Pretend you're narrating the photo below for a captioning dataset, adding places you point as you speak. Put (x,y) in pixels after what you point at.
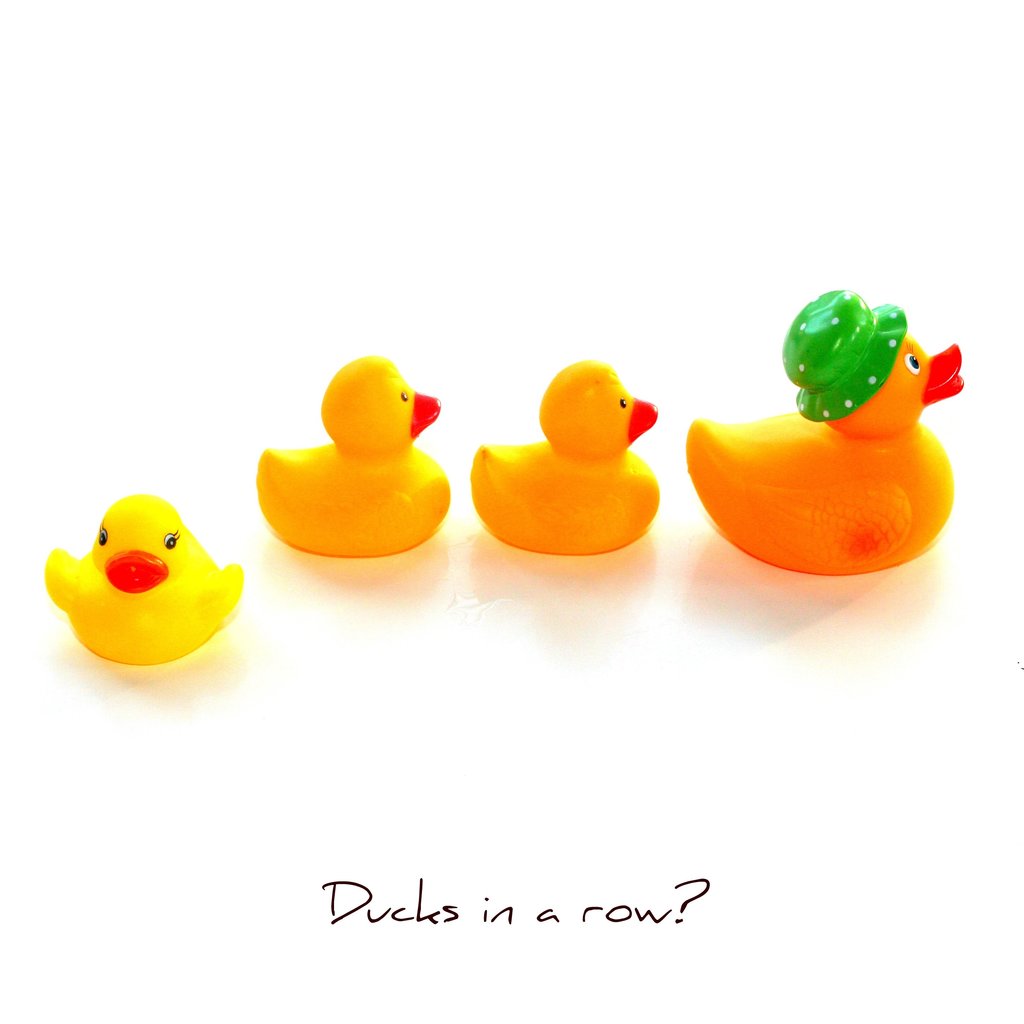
In this image, we can see four toy ducks (197,601). In the background (381,316), we can see white color. At the bottom (426,896), we can see some text (526,899) written on it.
